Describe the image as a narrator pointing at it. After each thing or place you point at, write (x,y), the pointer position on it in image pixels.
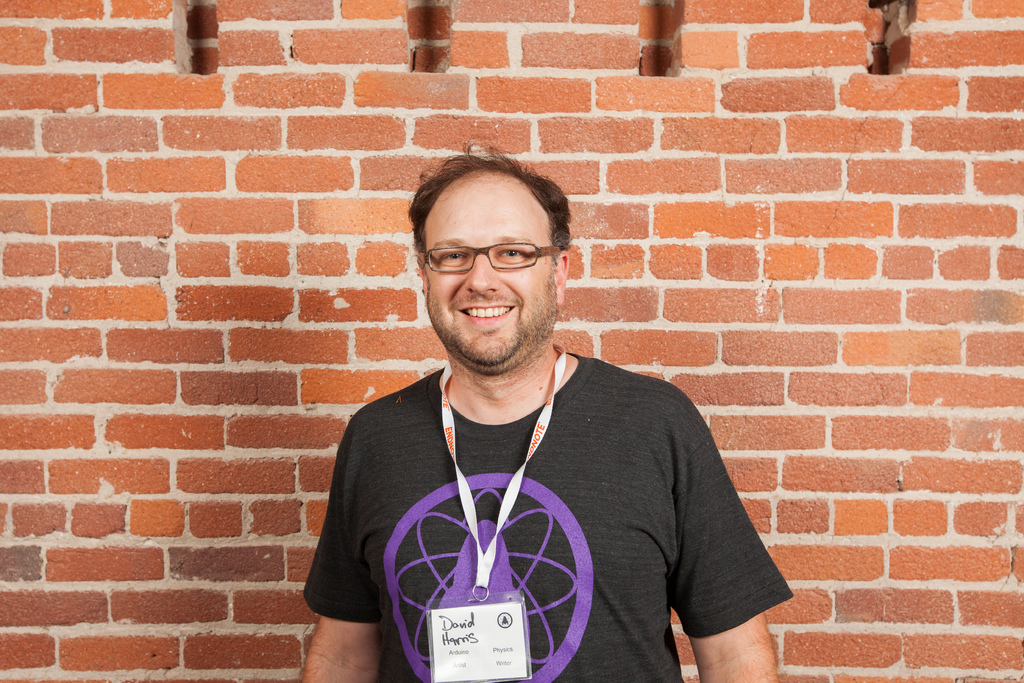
In this image there is a person (581,499) standing with a smile on his face (483,316), behind him there is a wall (205,271) with red bricks (134,486).
